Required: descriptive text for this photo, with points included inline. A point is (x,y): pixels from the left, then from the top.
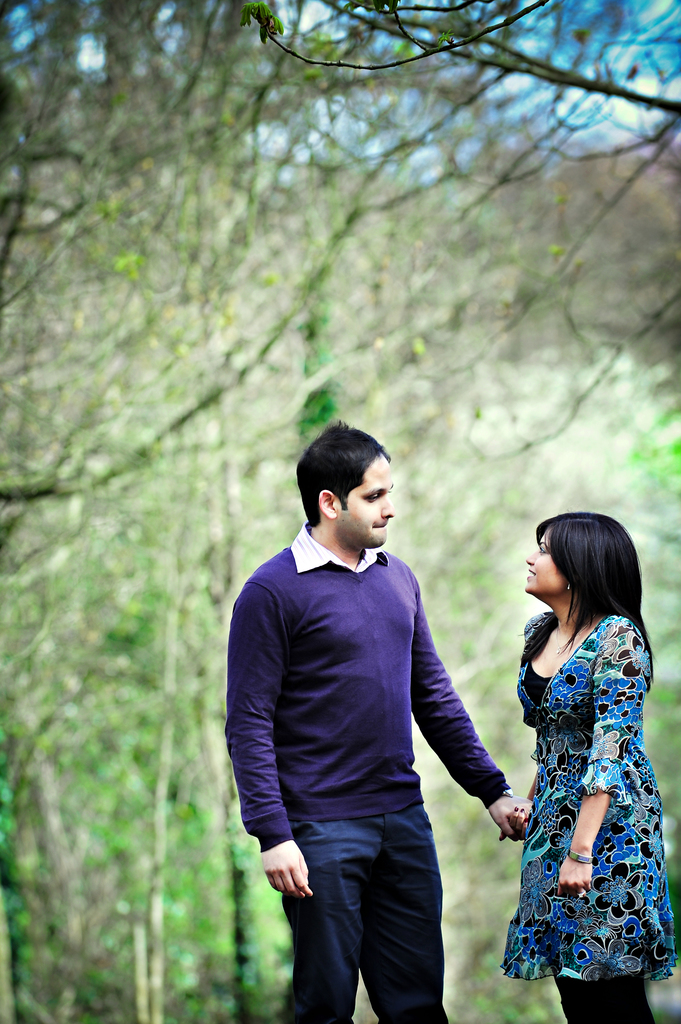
In this image we can see there are two persons (477,740) standing and holding the hands (507,832). In the background (227,308), we can see the trees (373,285).
